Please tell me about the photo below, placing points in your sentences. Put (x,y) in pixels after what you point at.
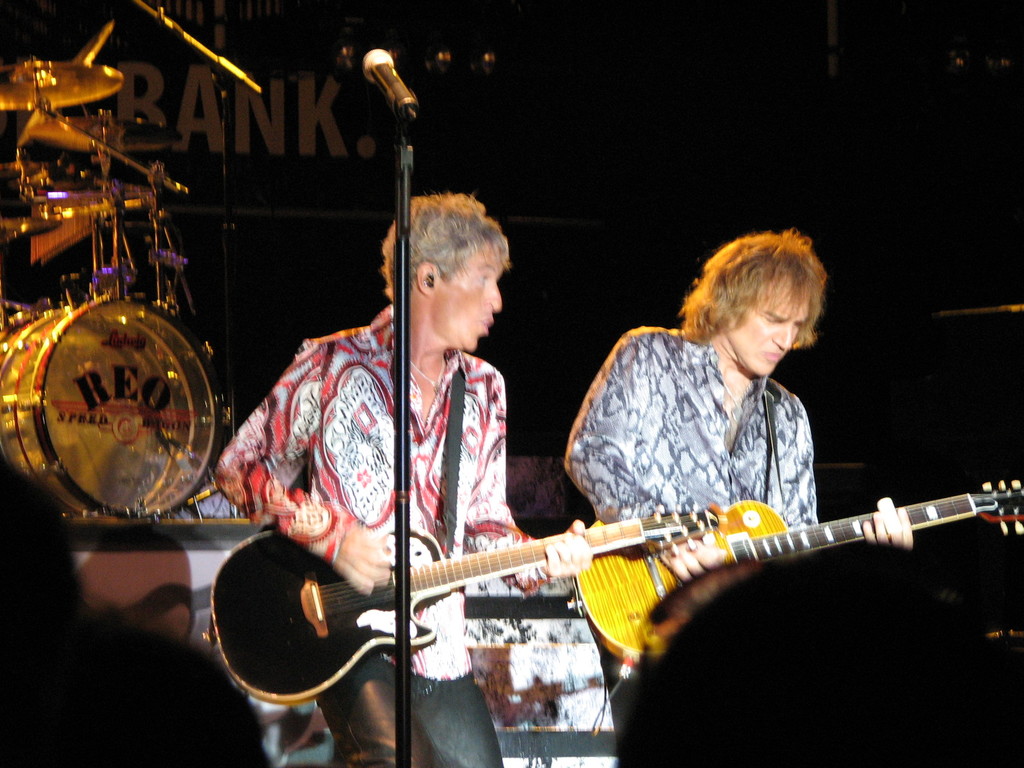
Here we can see couple of men (363,554) playing guitars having microphones (403,91) in front of them and behind them we can see drums (99,184) present.
